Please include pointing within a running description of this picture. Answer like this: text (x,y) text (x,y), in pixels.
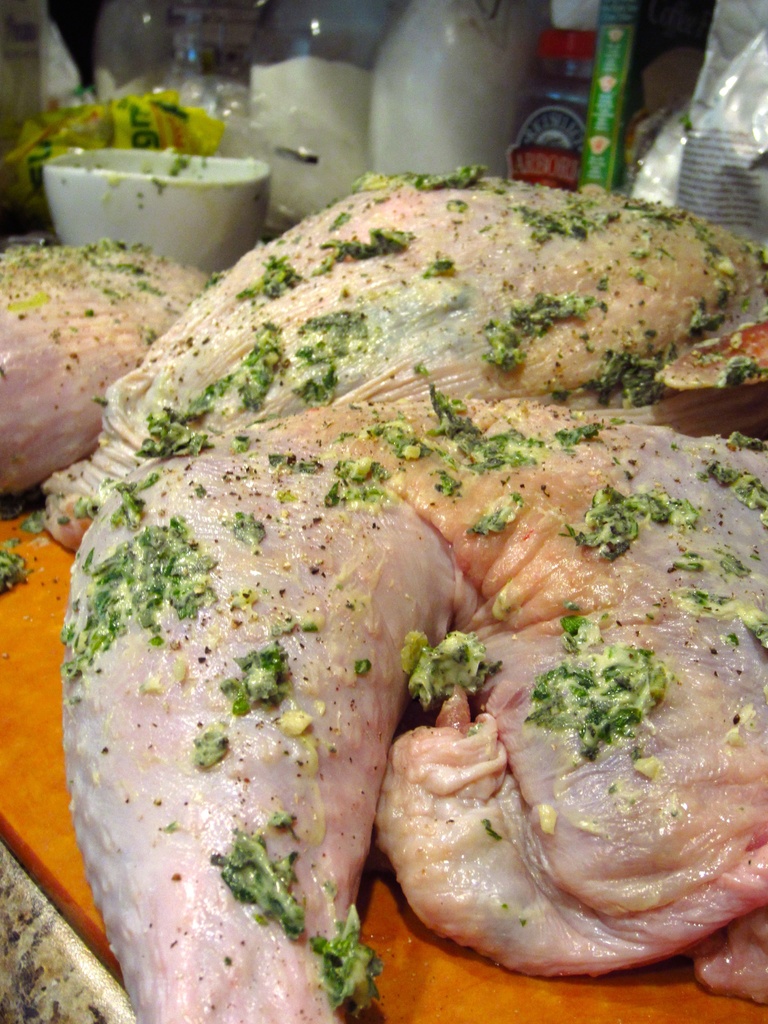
In this image I can see the meat (261,577) on a table (28,673). On the top (264,91) there are some bottles (162,77), bowl (106,171) and some more objects (740,159).
